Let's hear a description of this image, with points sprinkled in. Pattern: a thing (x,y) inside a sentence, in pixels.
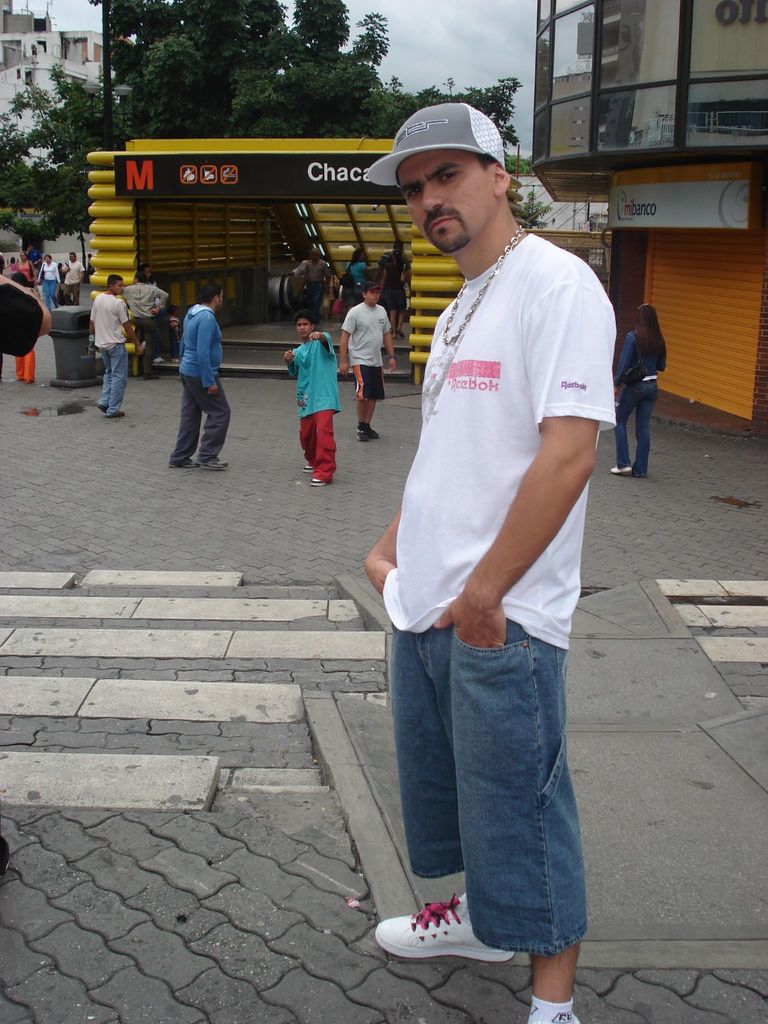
This image consists of a man (510,781) wearing a white T-shirt (541,339) and white shoes (464,926). He is also wearing a cap (485,142). At the bottom (366,884), there is a road (263,736). And there are many people (391,364) in this image. In the background (16,153), there is a subway (296,258) along with trees (228,119). On the right (658,271), there is a building (668,296).
